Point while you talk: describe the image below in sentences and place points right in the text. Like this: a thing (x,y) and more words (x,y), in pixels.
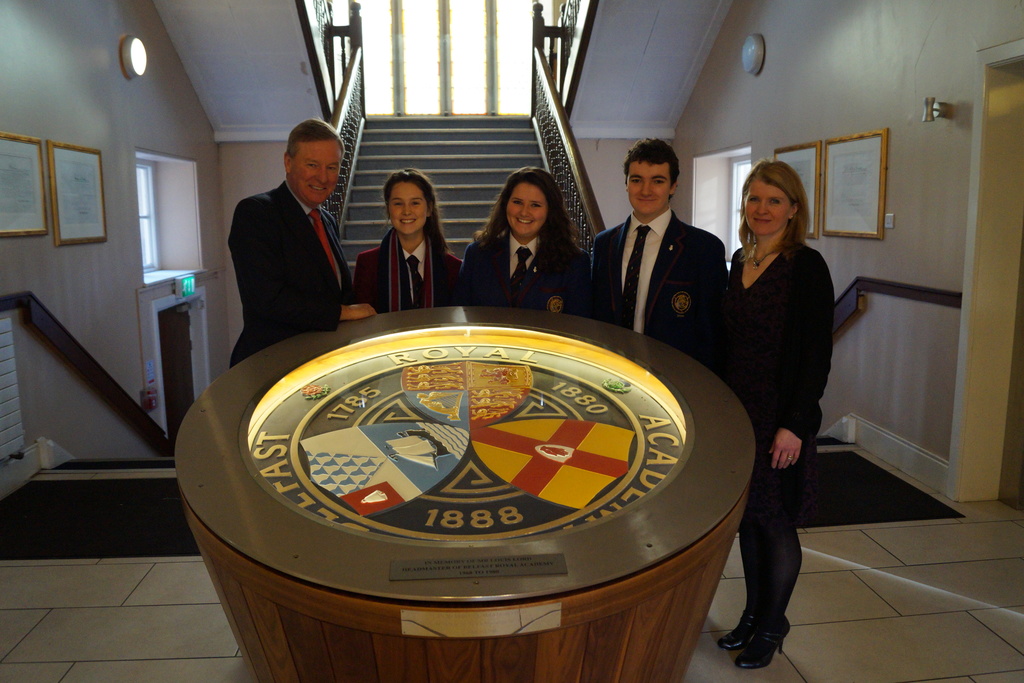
This picture is clicked inside the hall (99,40). In the foreground (300,605) we can see a wooden object (325,351) seems to be the table (279,461) containing the text (494,360), numbers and some logos (419,443). In the center (383,271) we can see the group of people (515,236) wearing suits (326,220), smiling and standing on the floor (71,470). On the right (772,229) there is a woman (760,229) wearing black color shrug (797,280), smiling and standing on the floor (841,582). In the background (170,106) we can see the wall (178,122), wall mounted lamps (139,63), frames (61,179) hanging on the wall (891,168) and we can see the windows (147,229), door (186,345), staircase (467,162), railings (551,120) and some other items (73,505).
